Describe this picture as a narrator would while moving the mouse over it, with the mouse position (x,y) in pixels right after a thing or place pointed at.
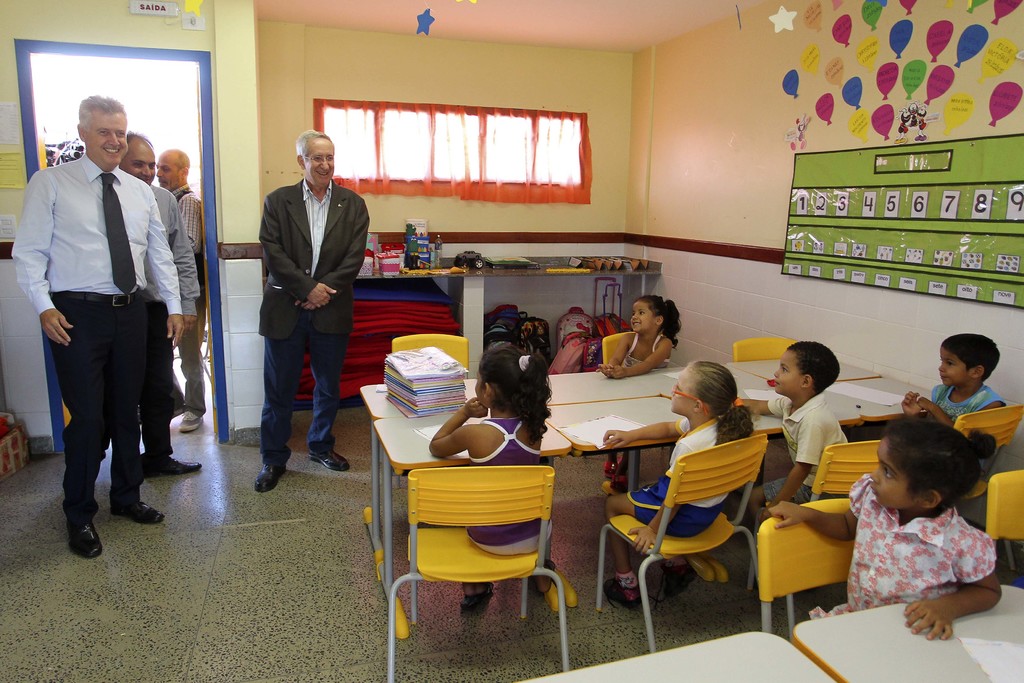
Picture of a classroom (390,427). Childrens (777,482) are sitting on a chairs (675,474). On this table (441,416) there are books (436,381) and papers (593,424). These persons (280,302) are standing near this door (29,179). This is window (435,154) with curtain (493,158). On wall (983,13) there are posters (965,208). On this table (491,267) there are things (390,262).
